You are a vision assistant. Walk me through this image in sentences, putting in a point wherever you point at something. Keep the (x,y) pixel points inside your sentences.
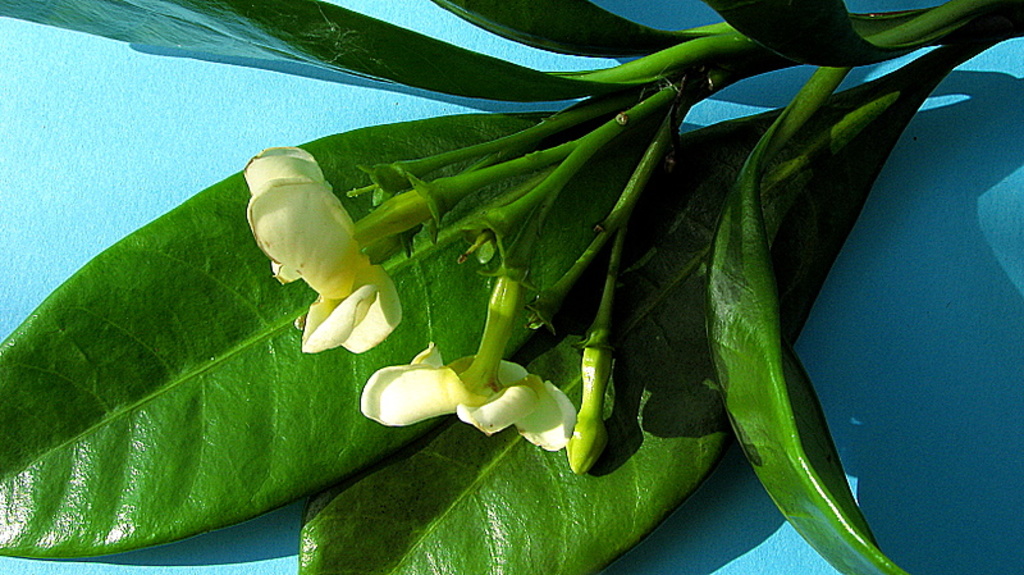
In the image there are two white flowers (383,309) to a plant (579,203) in front of the blue wall (157,112).
